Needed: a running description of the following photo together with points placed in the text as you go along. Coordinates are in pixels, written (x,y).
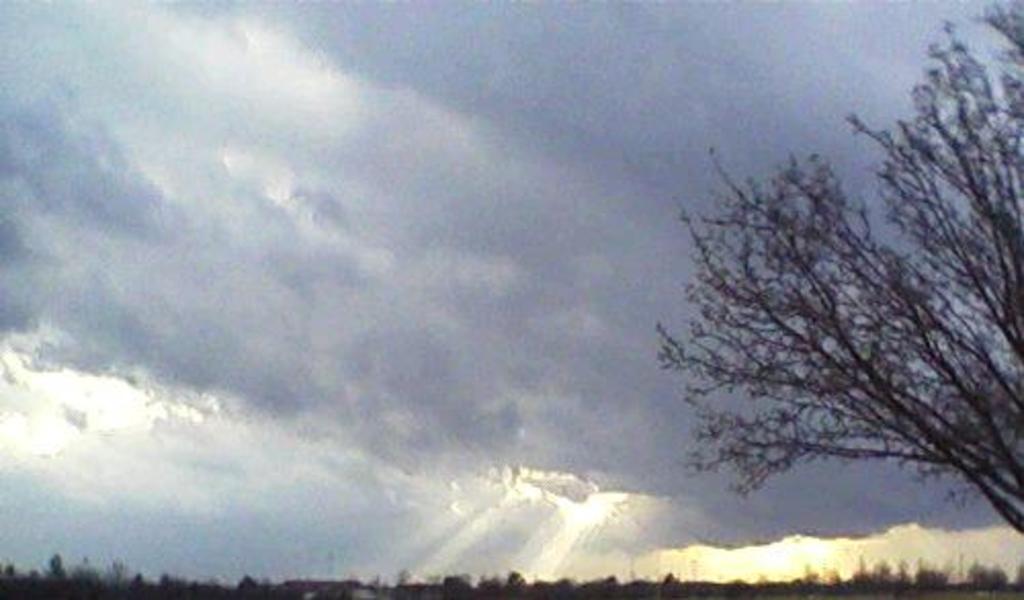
In this image we can see the trees (881,434). In the background (273,329) there is a cloudy sky (558,382).
